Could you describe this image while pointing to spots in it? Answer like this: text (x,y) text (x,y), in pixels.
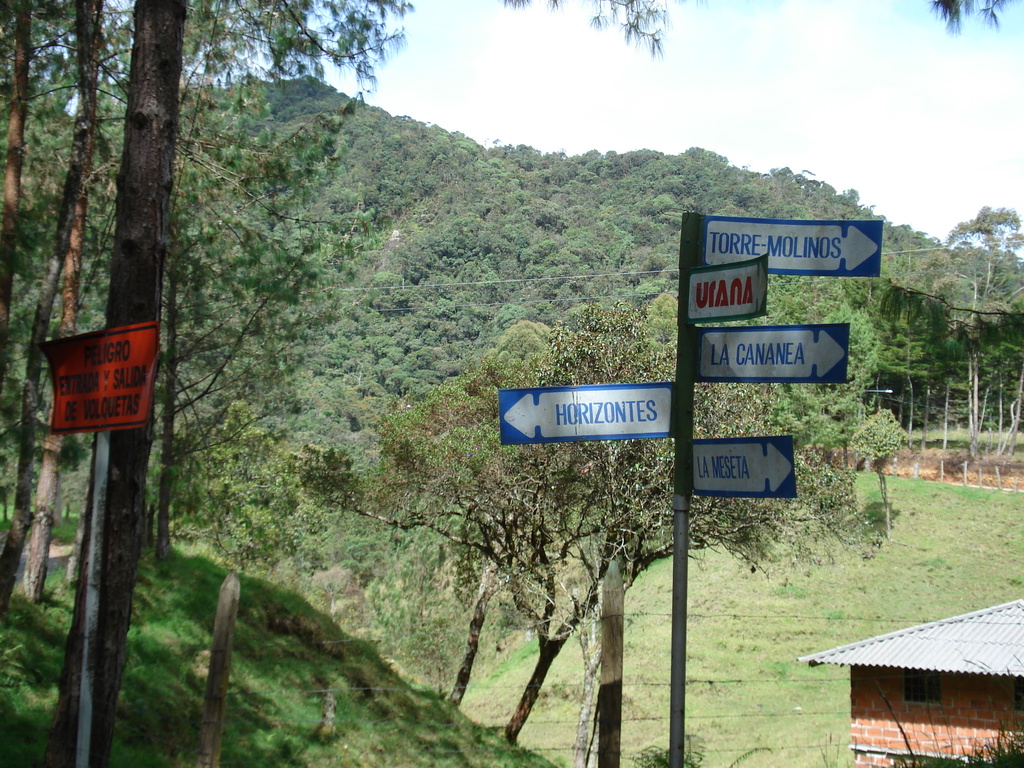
In this picture we can see a pole (684,603) and direction boards (729,318) here, in the background (707,394) there are some trees (483,254), we can see grass (761,600) here, there is a house (923,721) here.
